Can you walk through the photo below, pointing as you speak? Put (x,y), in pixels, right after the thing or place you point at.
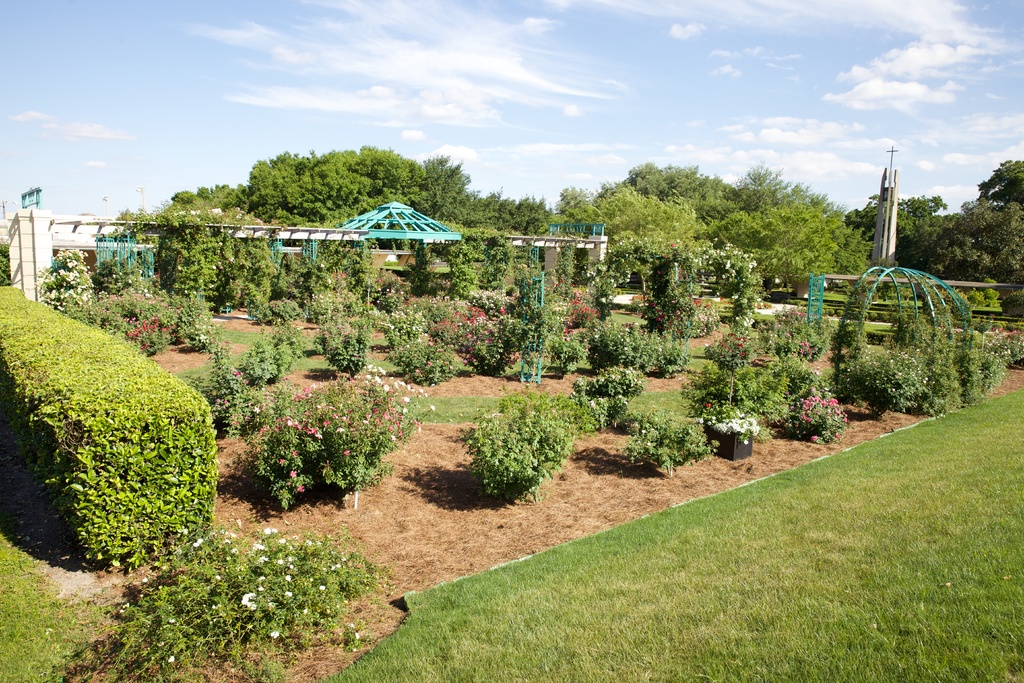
Here we can see grass (880,326), plants (936,339), pillars (45,222), tower (877,244) and rods (382,231). To these plants (281,302) there are flowers (286,579). Background (975,217) we can see trees (455,193) and sky (426,83). These are clouds (475,80).
